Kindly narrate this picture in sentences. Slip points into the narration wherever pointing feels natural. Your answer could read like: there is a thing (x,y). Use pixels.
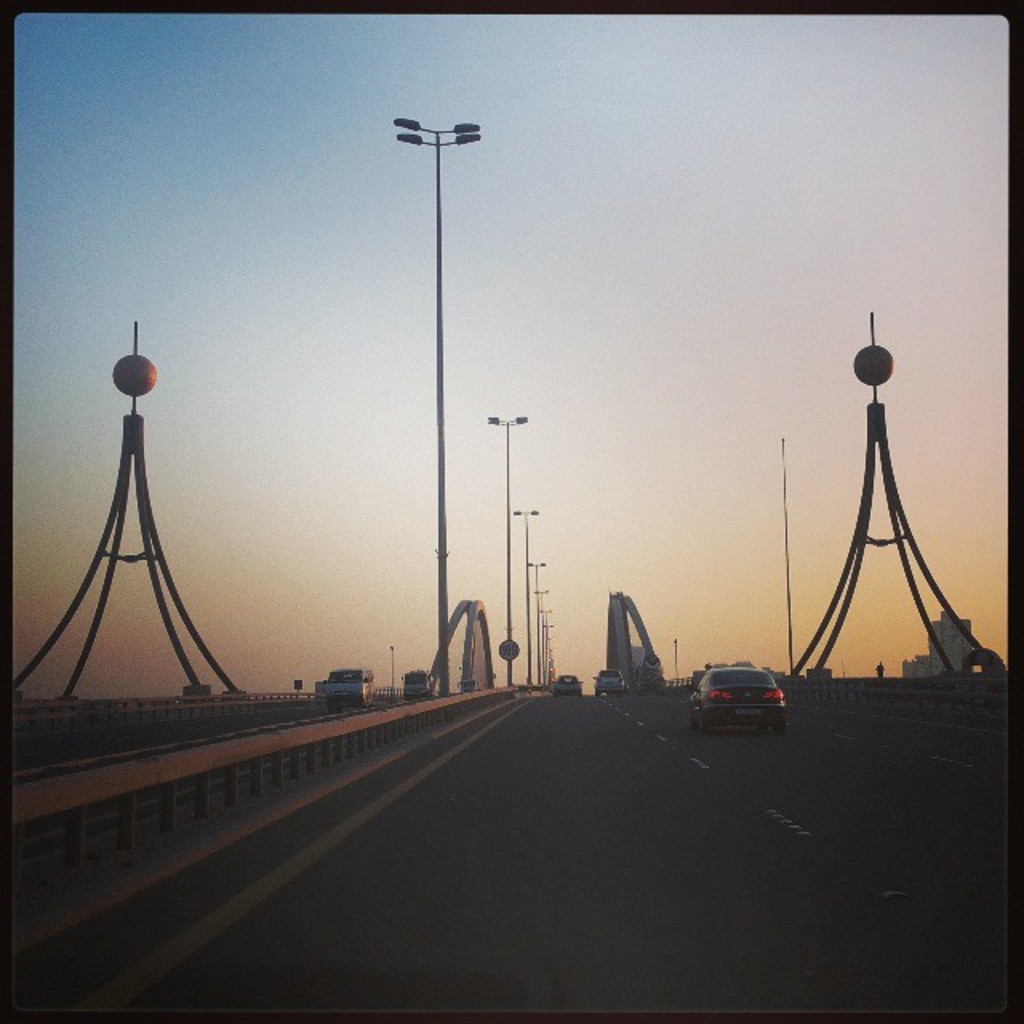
In this image in the center (509,495) there are some towers (112,578) and poles (507,612) and railing (213,791), at the bottom (785,854) there is road (848,815) and on the road (907,773) there are some vehicles (722,708). And at the top of the image (408,294) there is sky (611,408), and on the right side (937,661) there are some buildings (945,641).
